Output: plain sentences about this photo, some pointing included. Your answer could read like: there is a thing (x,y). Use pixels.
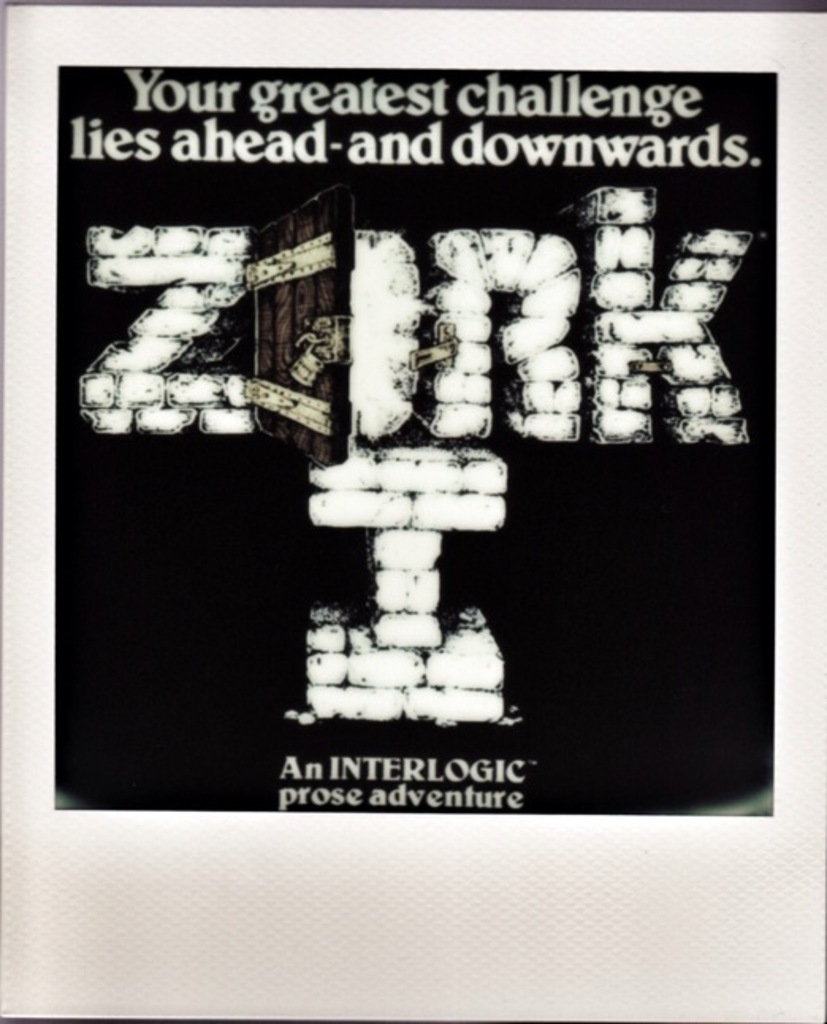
In this picture we can see a poster (538,313), on this poster (463,284) we can see some text (482,267).
